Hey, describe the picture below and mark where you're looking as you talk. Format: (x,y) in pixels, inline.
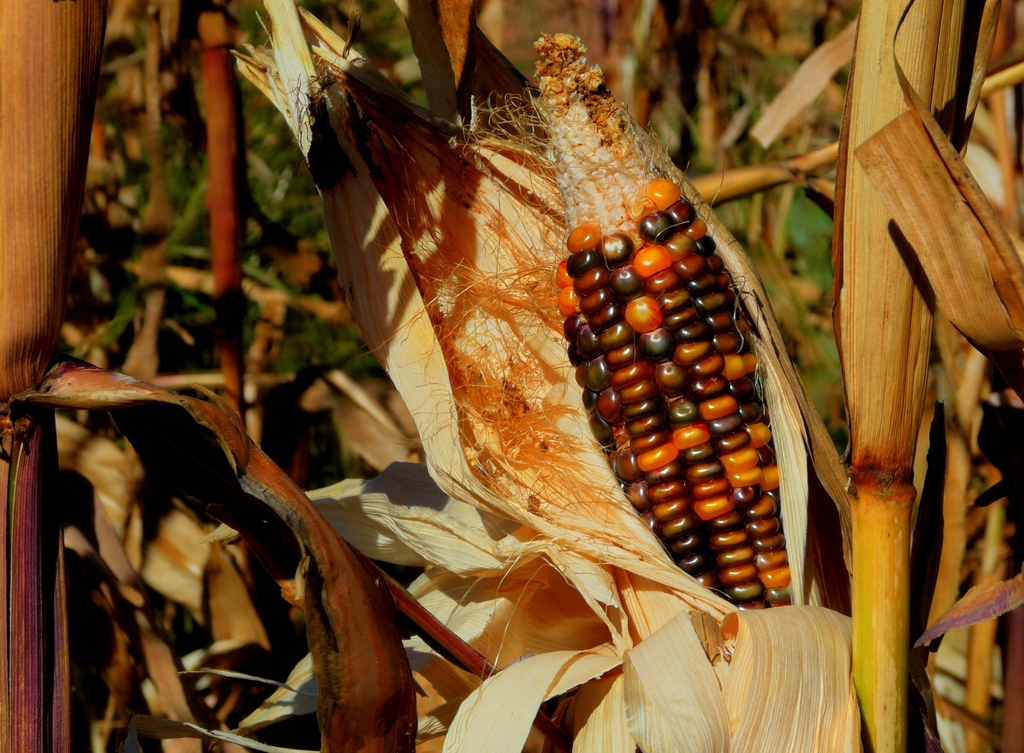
In front of the image there is a maize (627,323). Behind the maize (824,626) there are leaves (155,333) and stalk (59,177).
